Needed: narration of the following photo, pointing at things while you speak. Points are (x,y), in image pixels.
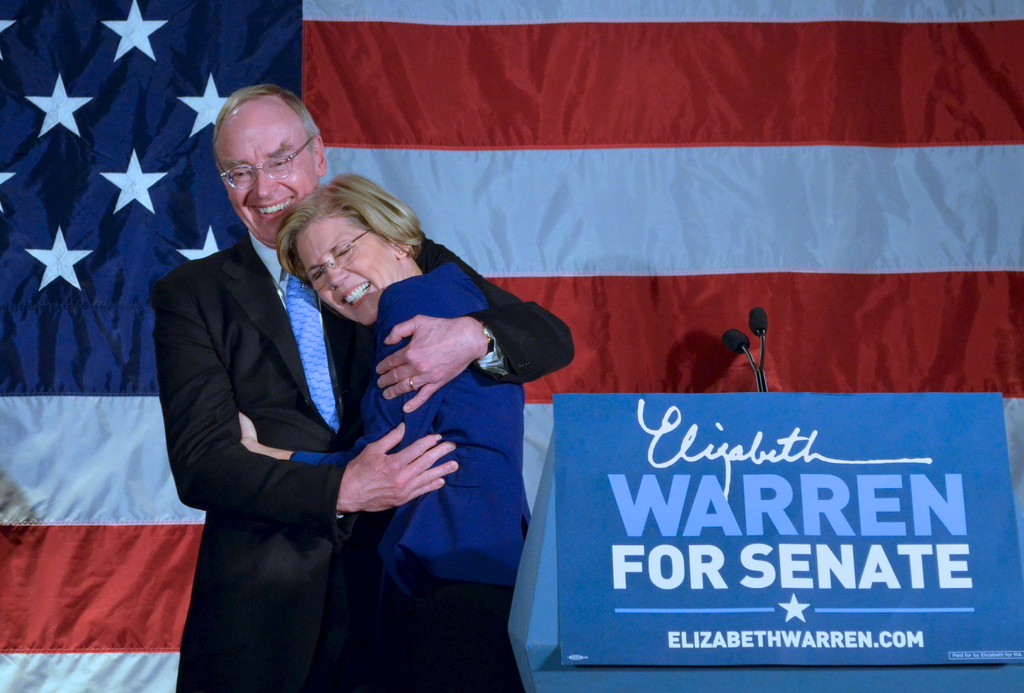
In this image there is a man (307,550) and a woman (407,602) standing. They are hugging each other. They are smiling. Beside them there is a podium (536,575). There are microphones (764,320) on the podium (550,587). In front of the podium (552,617) there is a board (877,417) sticked to the podium (552,604). There is text (731,512) on the board (731,512). Behind them there is a flag (119,128).
